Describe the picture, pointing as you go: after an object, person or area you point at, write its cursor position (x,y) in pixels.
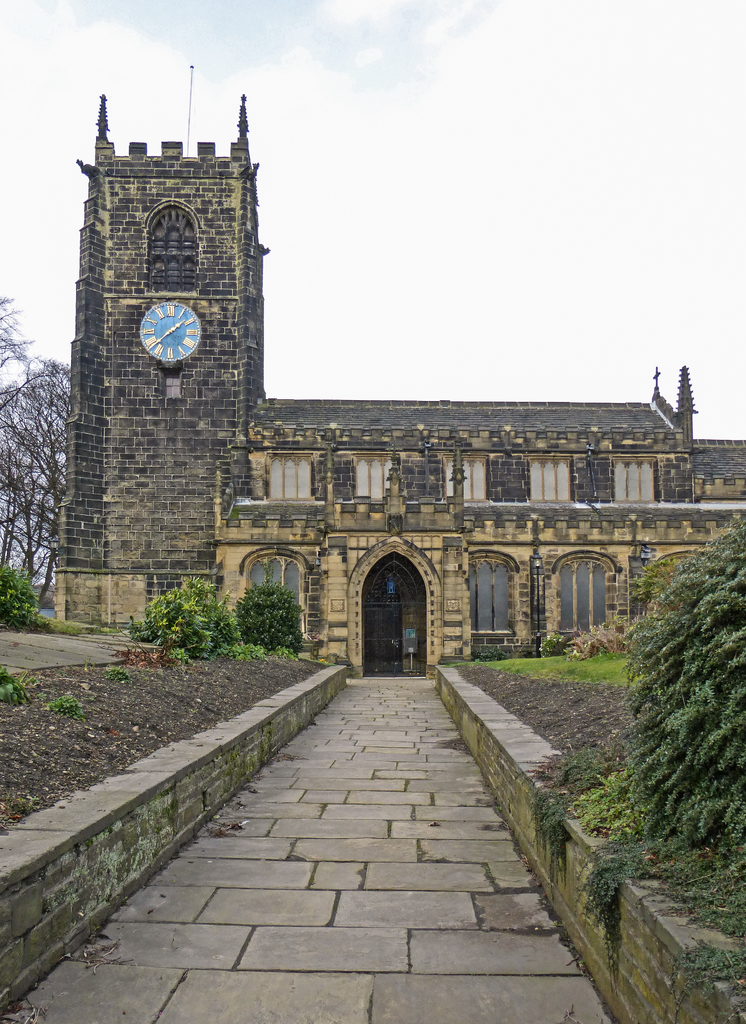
In this image there is a building (345,509) with the clock (165,356) in the middle (379,467). At the top (450,87) there is the sky (470,85). At the bottom (333,854) there is a pavement (331,852). There are small trees (238,632) on either side of it. On the left side (22,459) there are trees (22,459).
